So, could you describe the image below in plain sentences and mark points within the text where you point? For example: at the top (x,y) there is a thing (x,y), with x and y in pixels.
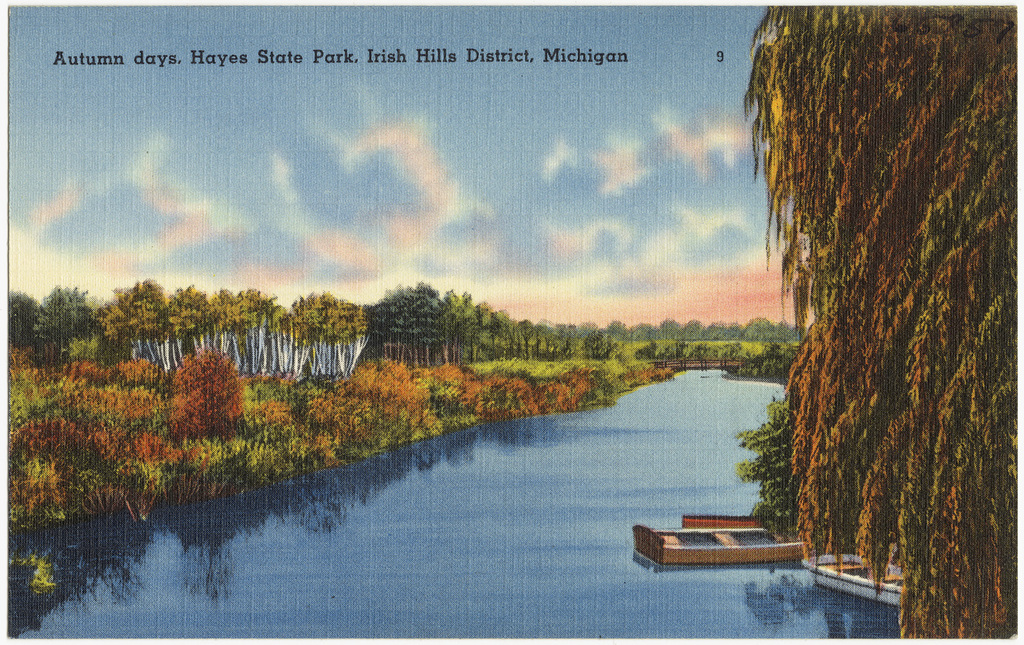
In this picture there are water (526,512) and there are few boats (787,556) on it and there are trees (307,361) on either sides of it and there is something written in the left top corner (295,55).
